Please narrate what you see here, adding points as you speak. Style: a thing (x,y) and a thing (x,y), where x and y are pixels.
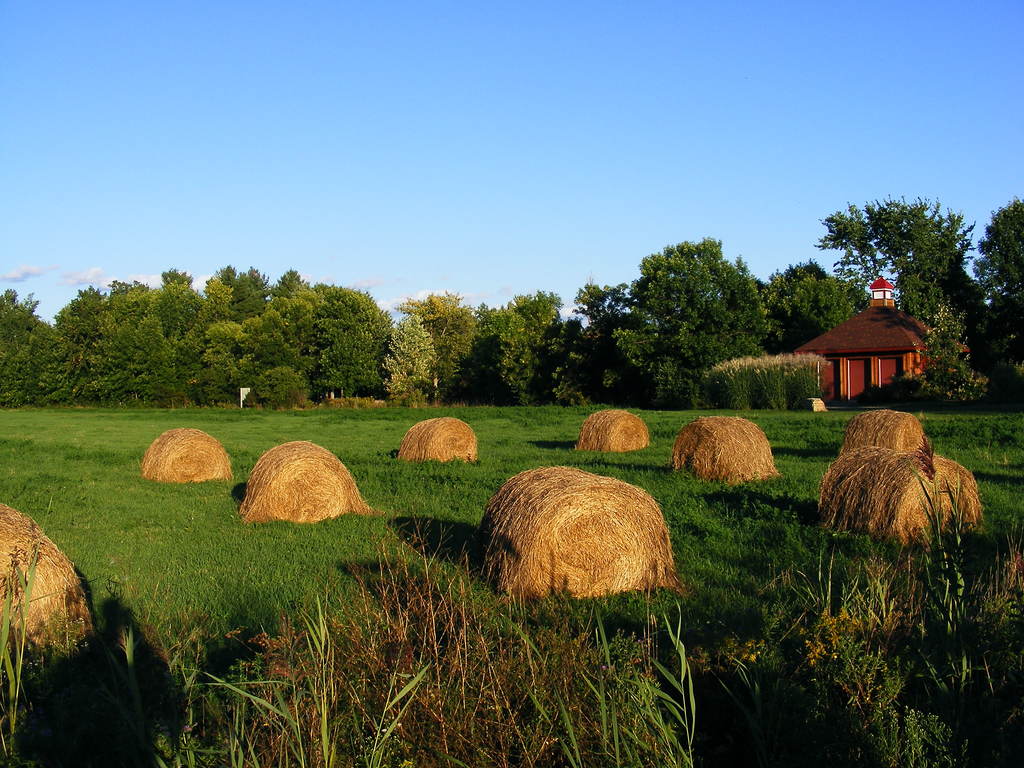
At the bottom of the image (545,691), there are plants (723,697) on the ground (862,697). In the background (158,474), there are dried grass bundles (161,456) on the ground (466,544), on which there is grass (345,555), there are trees (985,335), a building (846,326) and there are clouds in the sky (91,251).
